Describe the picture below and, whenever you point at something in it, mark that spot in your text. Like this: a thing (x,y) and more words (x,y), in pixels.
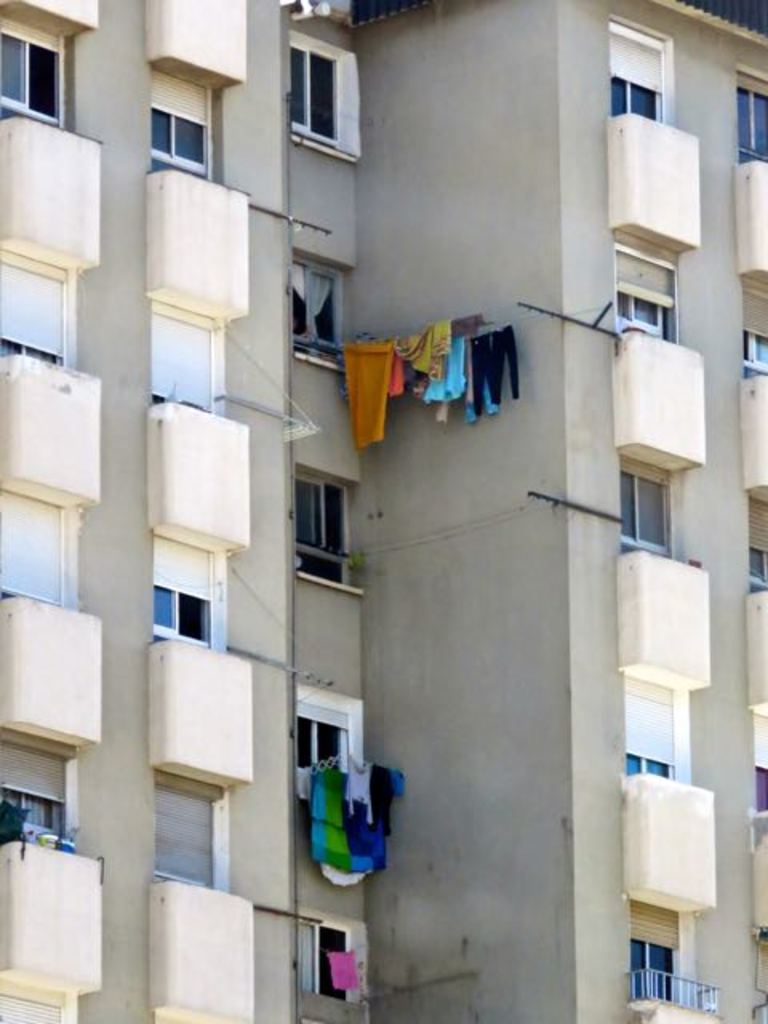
In the picture I can see buildings (439,564), clothes (380,349) hanged here, I can see glass windows (4,53) and balcony (31,8).
